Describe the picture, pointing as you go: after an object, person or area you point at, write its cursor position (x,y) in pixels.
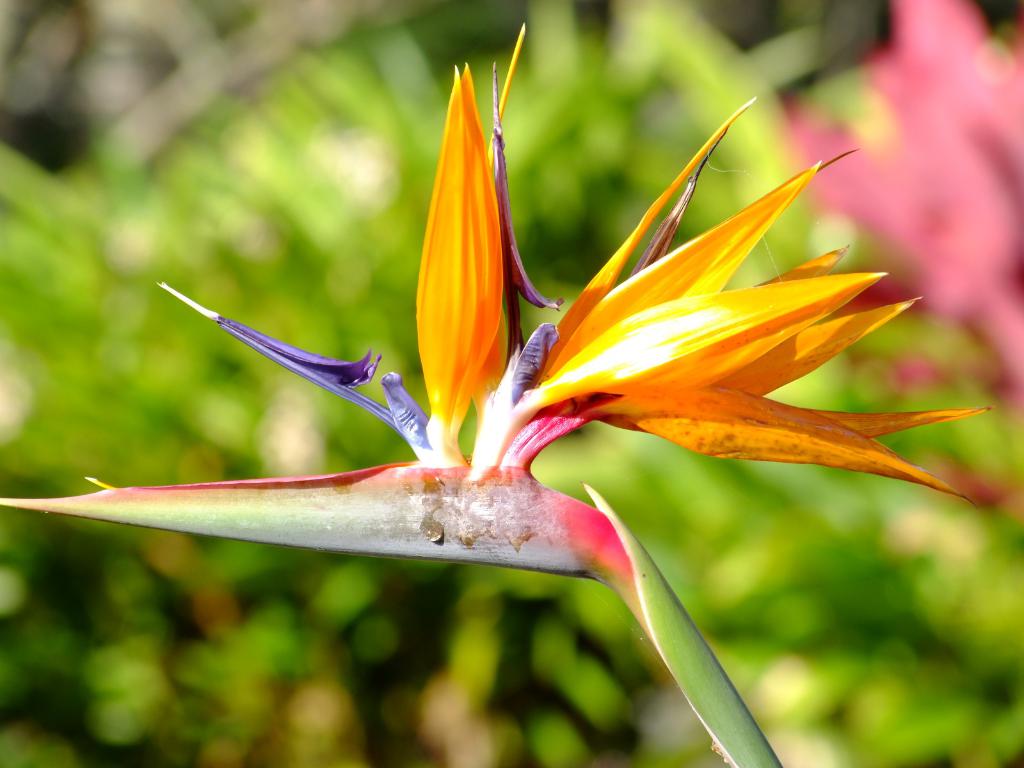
In the image there is flower (522,458) to a plant (590,555), in the back (429,169) there are plants (837,521).
